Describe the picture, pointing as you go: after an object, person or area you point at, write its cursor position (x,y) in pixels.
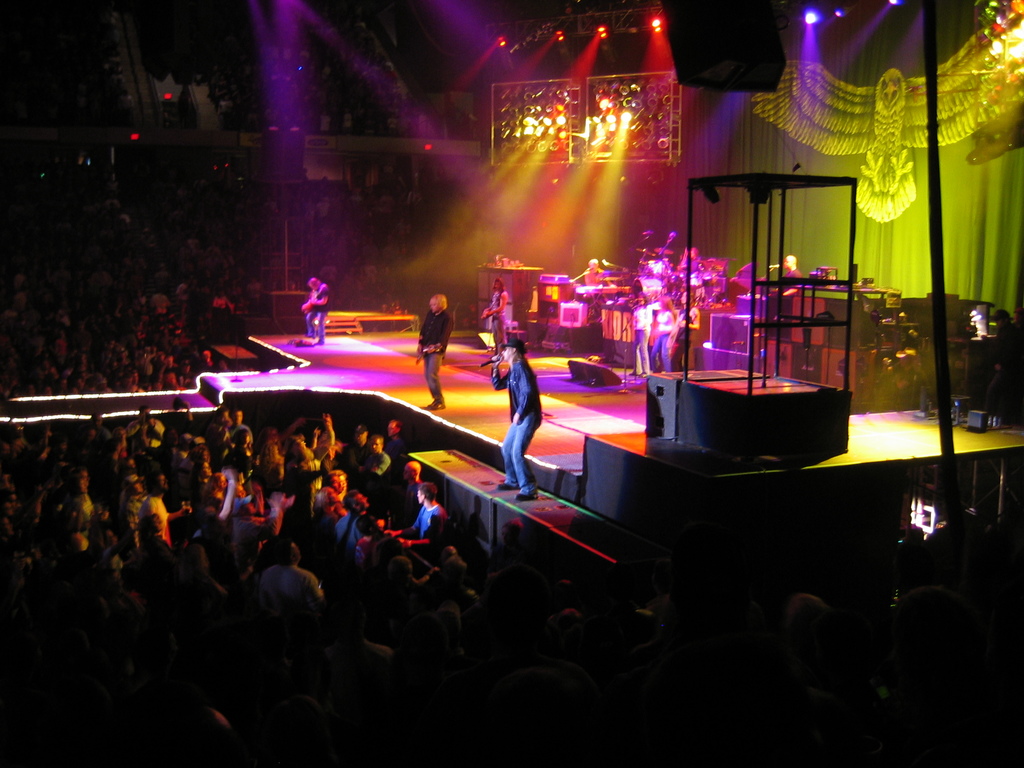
In this image I can see number of people (144,505) are standing. In the center of this image (527,491) I can see a person (520,360) is holding a mic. On the top of this image (842,11) I can see number of lights (553,99), a black colour thing (778,58) and on the right side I can see a pole (934,98). I can also see a logo (868,158) on the top right side of this image (890,83).
